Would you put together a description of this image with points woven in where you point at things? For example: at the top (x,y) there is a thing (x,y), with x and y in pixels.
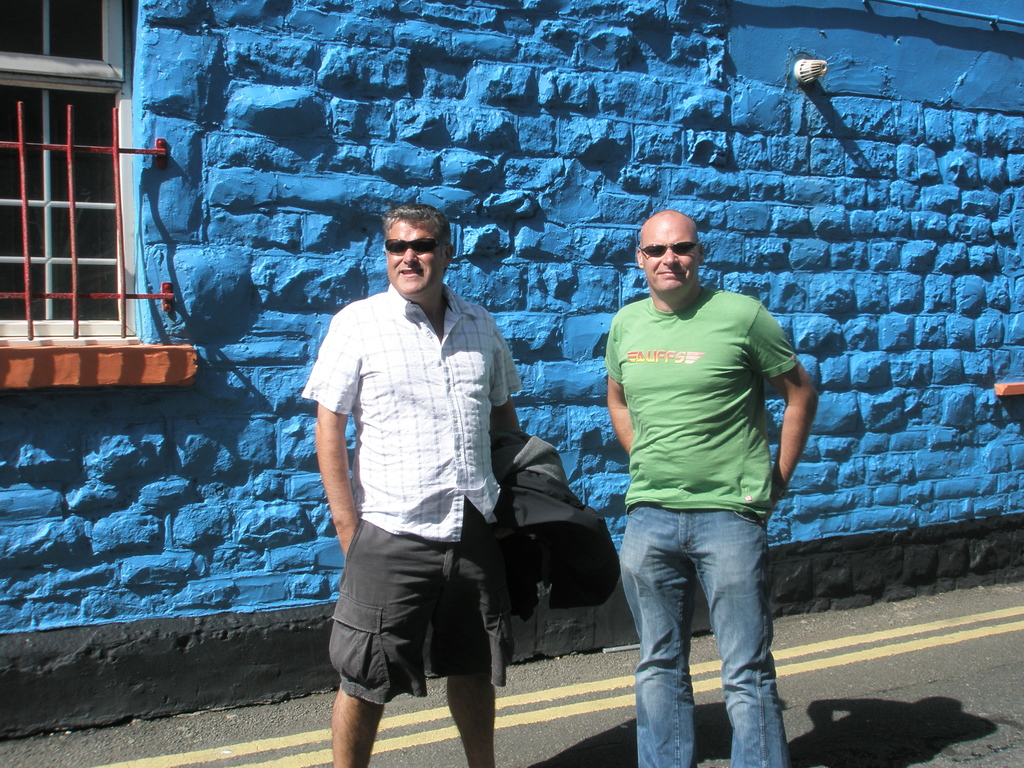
There are two men (497,355) standing and smiling. They wore goggles (670,244). This man (443,517) is holding a jacket (522,507) in his hand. I think this is a building (132,44) with a window (77,193). This wall (369,186) is blue in color. I can see the shadow (904,726) of two men (775,722) on the road (827,722).
